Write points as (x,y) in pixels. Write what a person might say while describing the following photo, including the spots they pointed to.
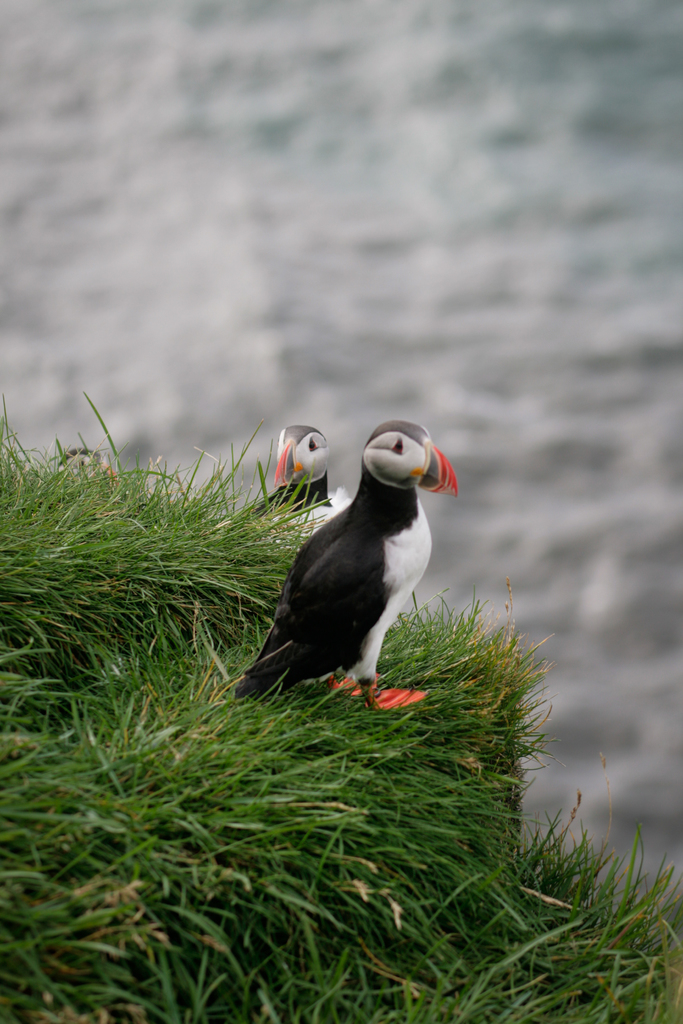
There are two birds (422,693) on the grass (260,808) and there is a blur background (429,254).
